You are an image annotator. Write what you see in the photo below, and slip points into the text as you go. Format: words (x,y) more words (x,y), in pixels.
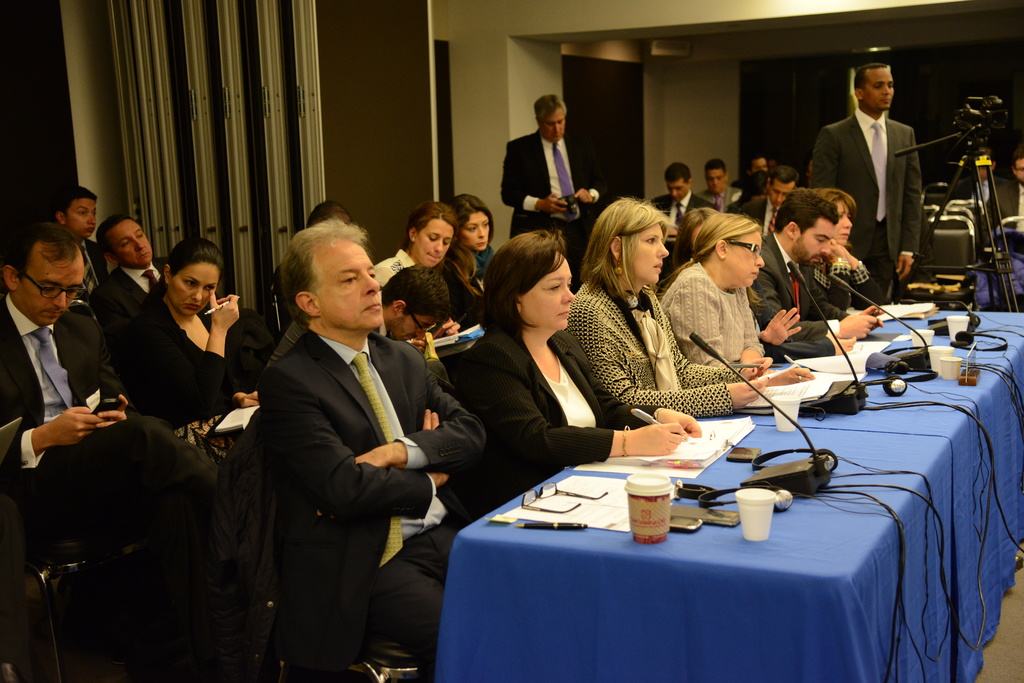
In this image I can see few people (407,381) with different color dresses (352,376). I can see few people (301,372) are sitting and two people (584,162) are standing. I can see the table (747,560) in-front of few people (280,432). On the table (882,534) I can see the mics (813,488), papers (606,512), cups (646,506), specs (526,500), pens (549,523) and also wires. And there is a cream and brown color background (407,103).
